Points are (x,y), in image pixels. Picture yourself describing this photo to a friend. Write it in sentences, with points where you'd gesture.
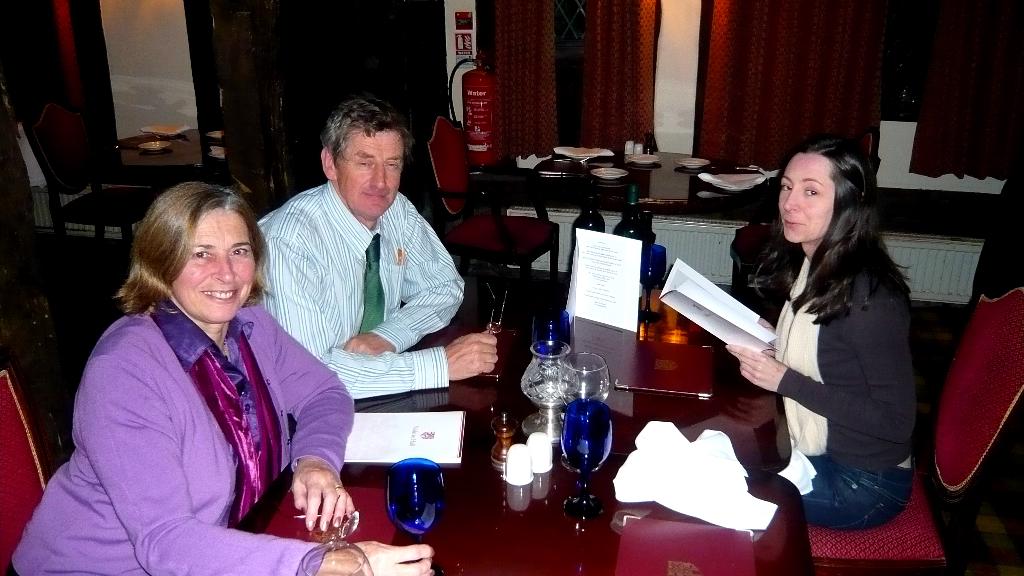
In this image i can see two women (187,263) and a man (470,362) is sitting on a chair (882,562) in front of a table (490,414). On the table (480,404) i can see a couple of objects (641,384) on it.
